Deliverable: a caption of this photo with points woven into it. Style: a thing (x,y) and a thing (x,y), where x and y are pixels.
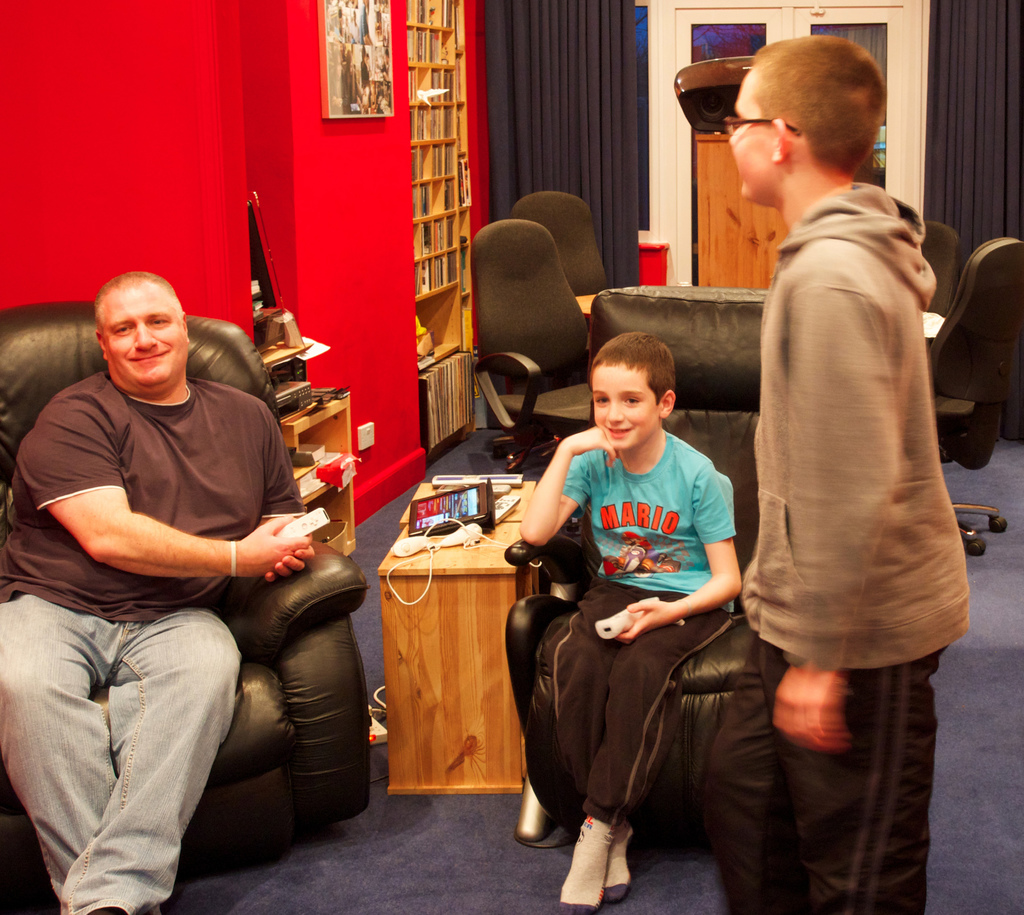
The picture is taken inside a room (732,238). On the left hand side (307,695) a person (223,414) is sitting on a sofa (276,666). he is smiling. Beside him there is a table (455,588). On the table (449,612) few stuffs (454,498) are there. Beside the table (448,625) a boy (586,598) sitting on chair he is holding a remote (626,618). A boy (796,505) standing next to that boy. behind them there is chairs (558,223), curtains (567,102), cupboard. there is book rack (434,179) in the background (429,312) and a picture (365,67) hanged on the wall (272,218). There is blue carpet (479,873) on the floor (435,795).
